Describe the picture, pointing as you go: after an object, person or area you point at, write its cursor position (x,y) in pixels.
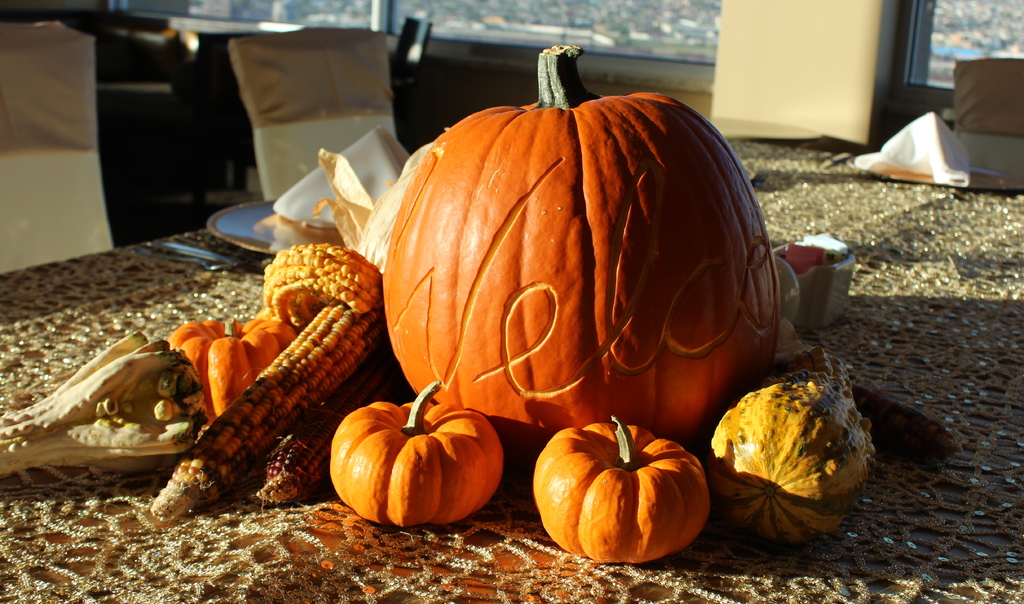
In this image, we can see some fruits (493,483) kept on the table (765,208), we can see some chairs (57,103).
